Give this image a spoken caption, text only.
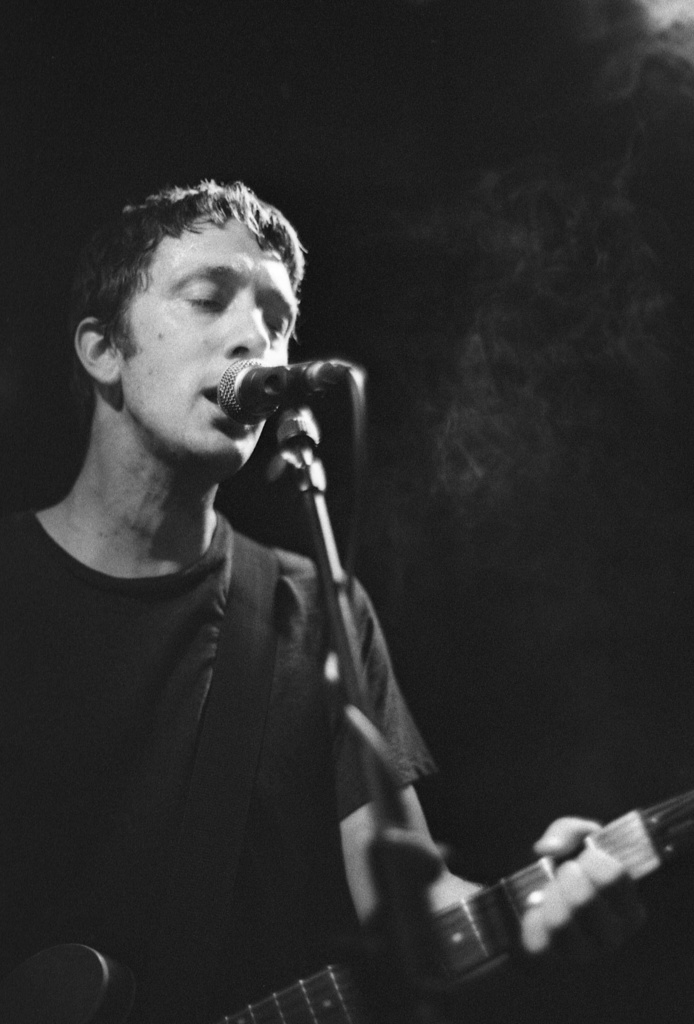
He is standing. He is holding a guitar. He is singing a song at the same time he's playing a guitar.
